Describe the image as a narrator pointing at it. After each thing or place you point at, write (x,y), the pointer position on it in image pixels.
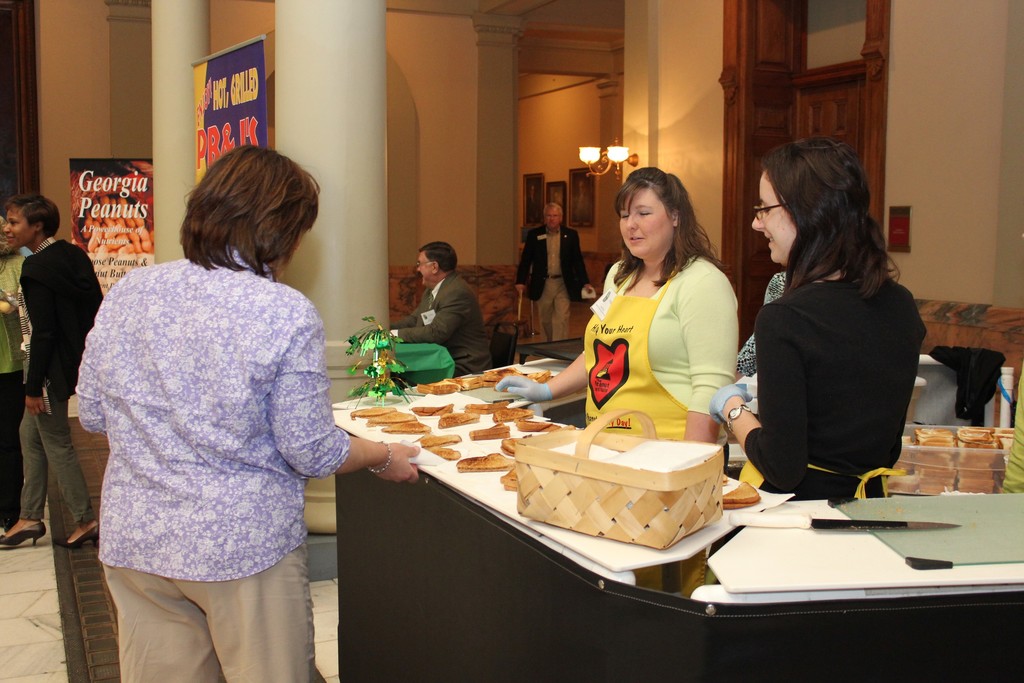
In the picture there are many people (280,175) in which women (756,418) are standing in front of a table (610,564) on the table (625,549) there are many food items (441,455) with a basket (604,519) on it there are many poles (289,125) near to it there are banners (250,139) on the banners (105,170) there are text (125,191) near to the wall (646,154) there are lamps (633,156) there is some frames (584,193) on the wall (635,139).
